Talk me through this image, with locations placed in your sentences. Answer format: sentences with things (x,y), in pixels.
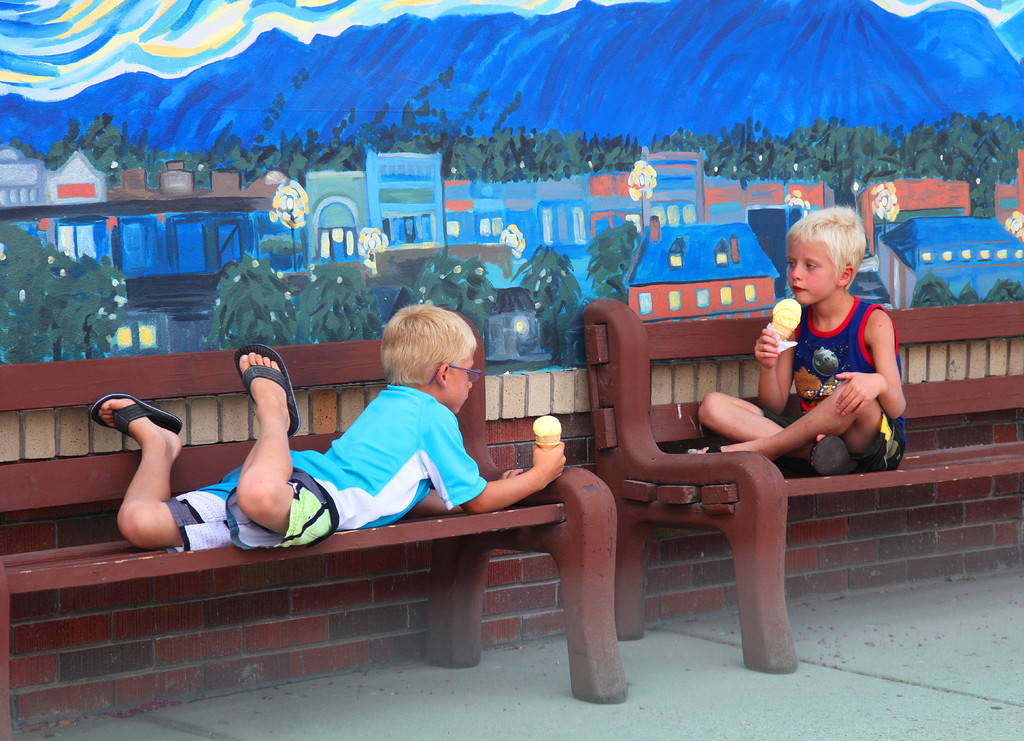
In the picture I can see two kids (305,503) are holding ice creams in hands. The child (253,363) on the left side (303,501) is lying on a wooden bench (209,454) and the child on the right side (761,387) is sitting on a wooden bench (805,475). In the background (791,514) I can see a wall (239,308) which has painting (495,229) of buildings (440,239), trees (467,138) and some other things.
